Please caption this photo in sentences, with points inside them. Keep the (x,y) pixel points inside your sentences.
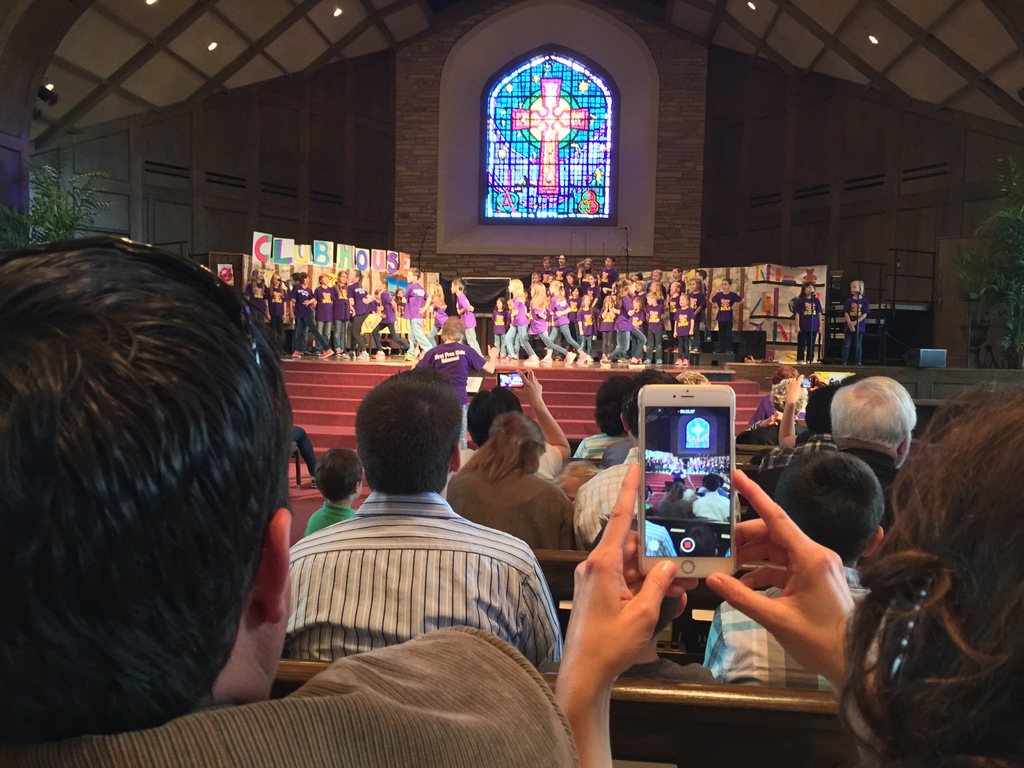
This group of people (543,318) are giving performance on stage (573,375), as there is a movement in their legs (498,337) and hands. Front these are audience (879,423) sitting on benches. This woman (899,667) is holding a phone (684,562) and recording this play. This glass (592,166) is colorful. On top there are lights (213,46). Far there is a plant (67,236).
